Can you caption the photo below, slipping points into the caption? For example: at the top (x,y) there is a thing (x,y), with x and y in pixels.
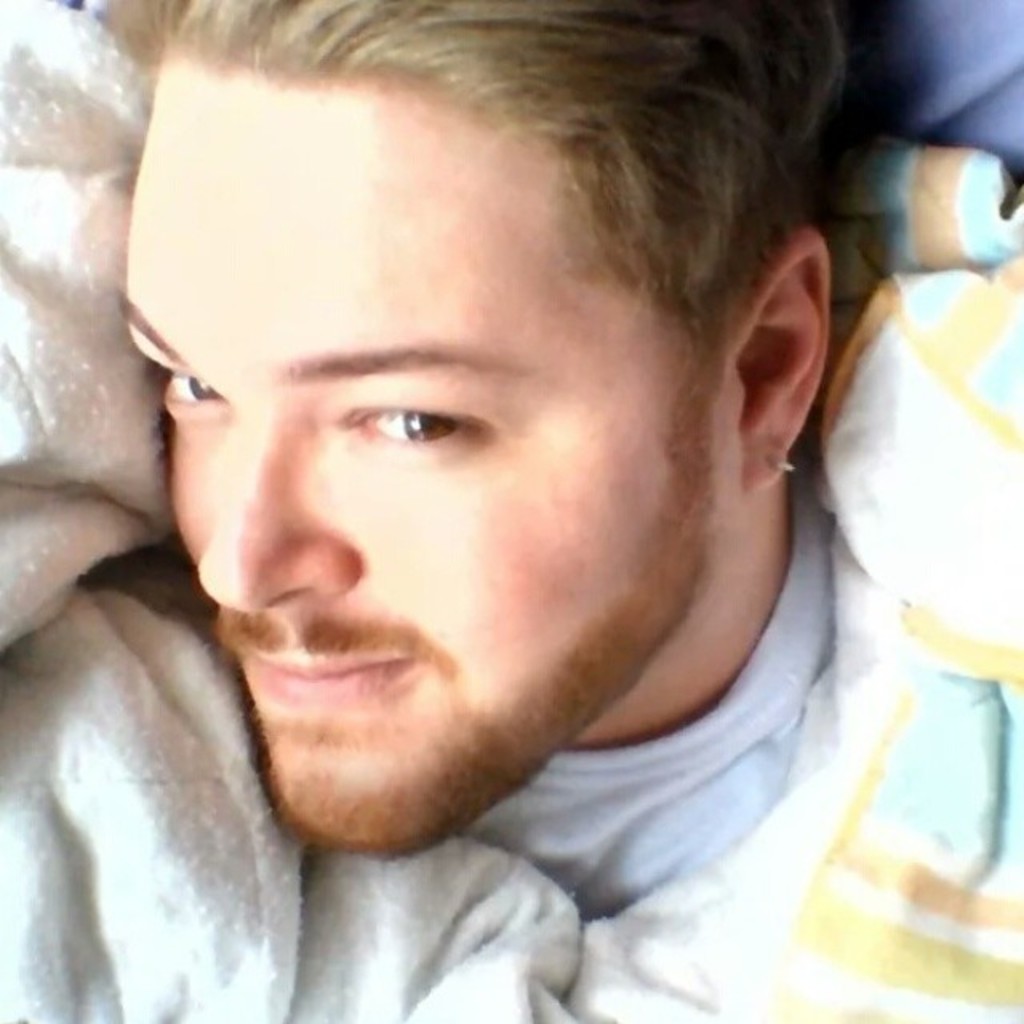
In this image we can see a person (568,587). And there are clothes (755,728) on the person (704,105).
